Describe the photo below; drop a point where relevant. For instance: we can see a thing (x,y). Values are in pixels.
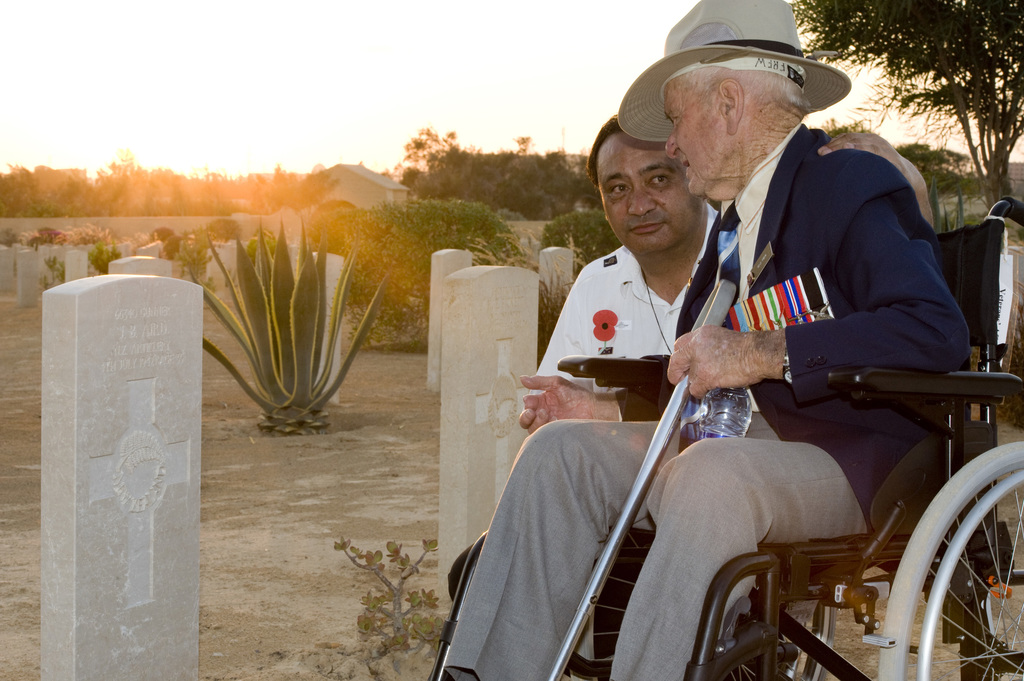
In this picture we can see a person (867,339) sitting on a wheelchair (879,504) on the ground (893,541), he is holding a stick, bottle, beside this person (818,393) we can see another person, here we can see plants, graves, houses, trees (840,14) and we can see sky (589,141) in the background (531,57).
